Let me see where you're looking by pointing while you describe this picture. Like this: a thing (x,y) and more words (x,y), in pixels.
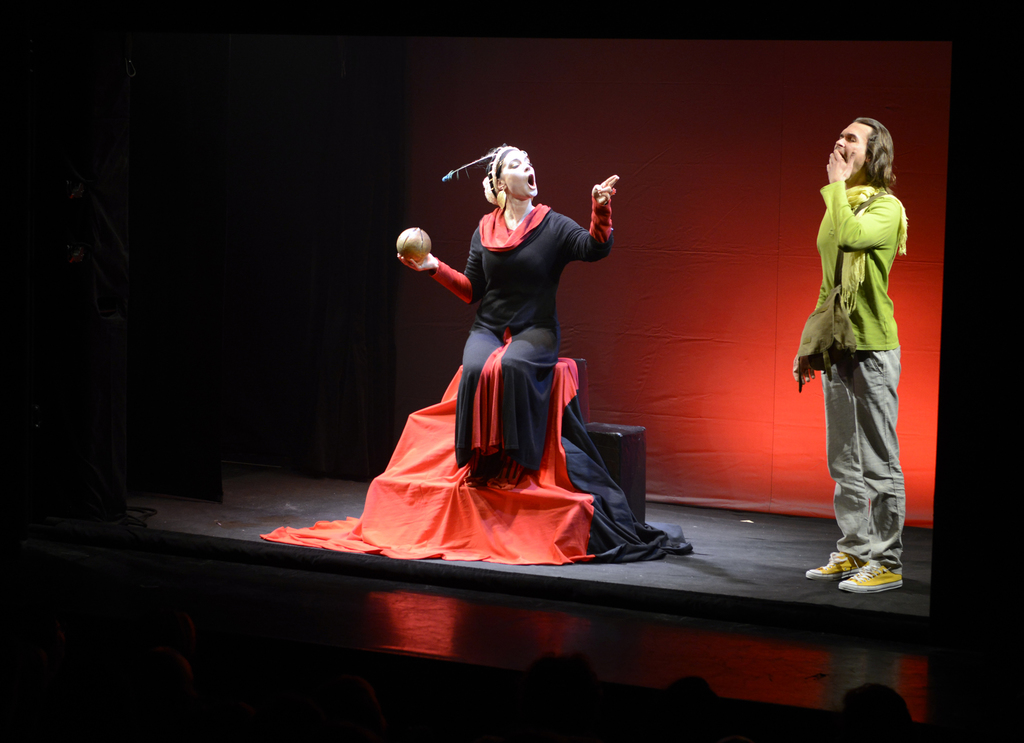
In this image we can see there is a boy (847,475) and a girl (501,462) playing an act on the stage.
